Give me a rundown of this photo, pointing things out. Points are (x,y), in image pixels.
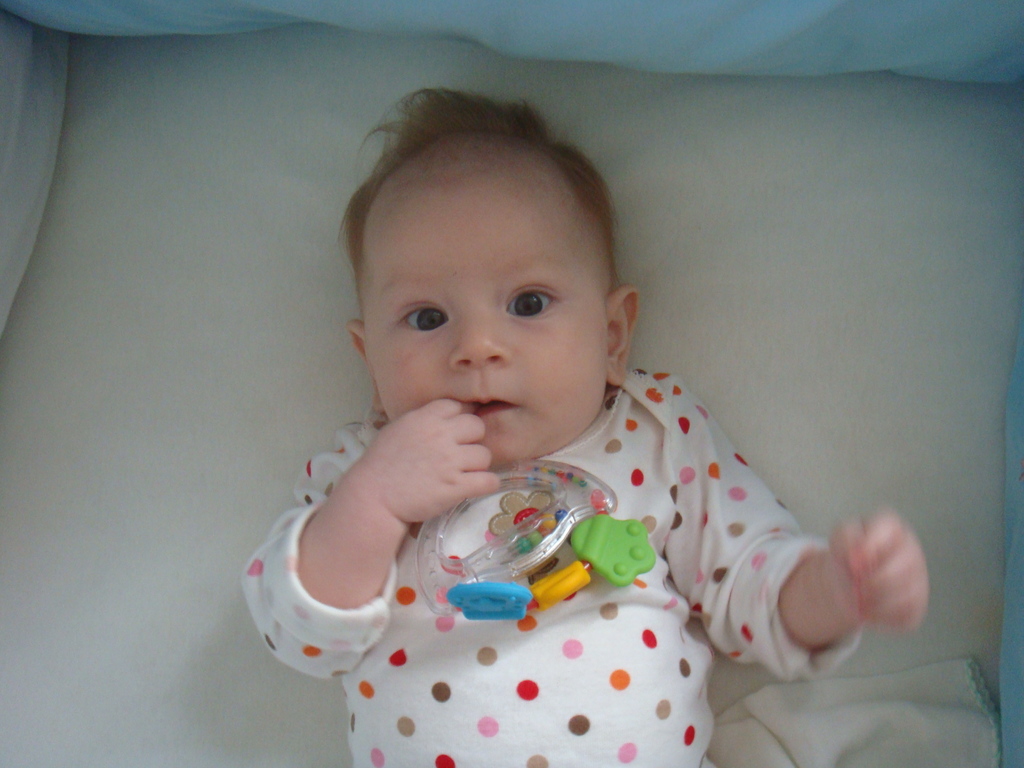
In the center of the image (490,402) a baby (520,389) is lying on a bed (673,327). At the top of the image (535,43) we can see a pillow (561,42). In the bottom right corner (970,699) we can see a cloth (945,729).
